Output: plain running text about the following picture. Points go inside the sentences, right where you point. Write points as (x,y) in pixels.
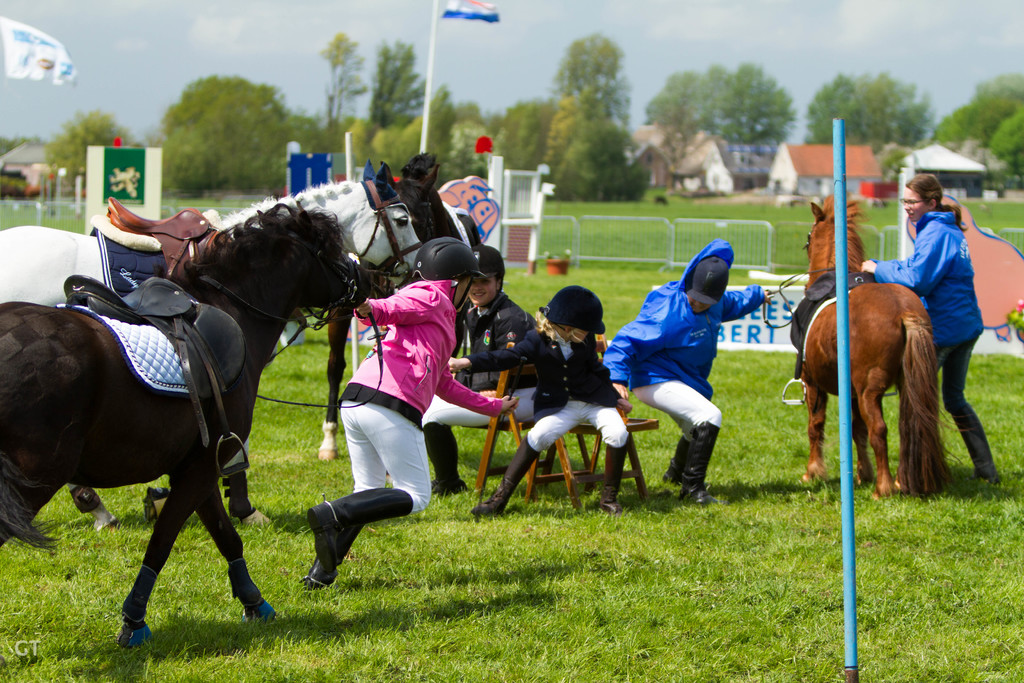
There is a person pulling horse (834,328) and woman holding horse (854,353) and people (682,328) sitting in chairs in a grass (973,682) there are few flags (9,68) at back (15,57) and a building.
